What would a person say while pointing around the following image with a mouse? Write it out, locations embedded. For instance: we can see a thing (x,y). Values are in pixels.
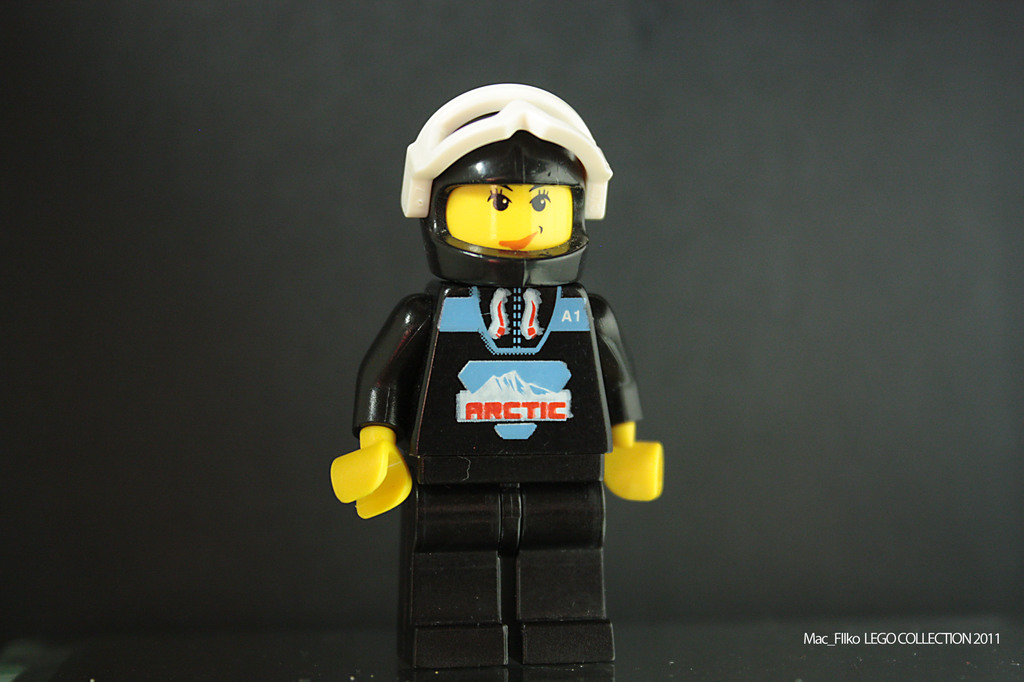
In this image I can see a black color toy (496,339) which is looking like a person (493,530). In the background (784,394) there is a wall (799,592). On the right bottom of the image (883,635) I can see some text (863,641).
